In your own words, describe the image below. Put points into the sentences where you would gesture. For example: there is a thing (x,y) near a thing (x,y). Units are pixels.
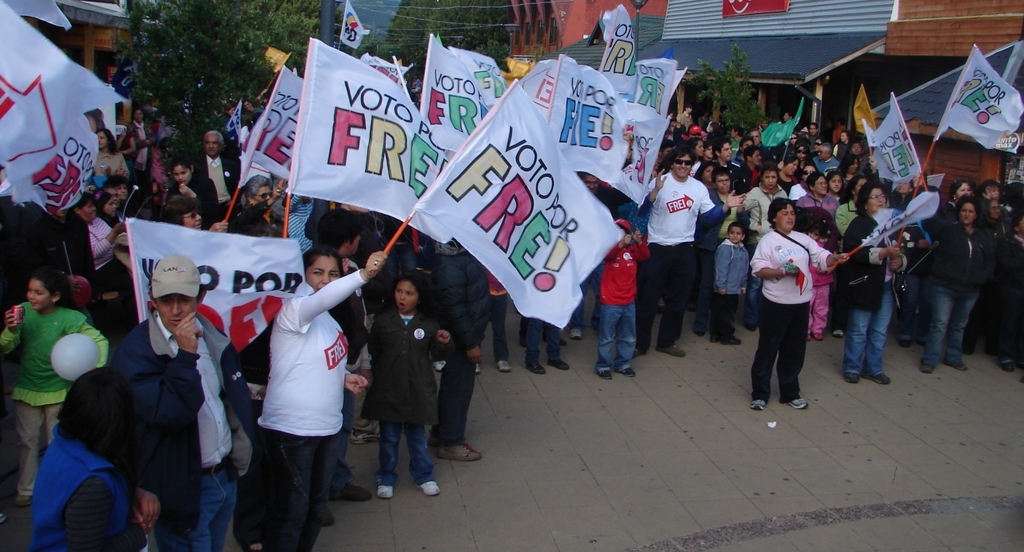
A group of people (375,267) standing in the group (330,398), A lady (322,357) is holding a flag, A person (177,409) is speaking to a lady (305,428), A group of houses (692,50) in a row, there are tree (192,71) in the image.
